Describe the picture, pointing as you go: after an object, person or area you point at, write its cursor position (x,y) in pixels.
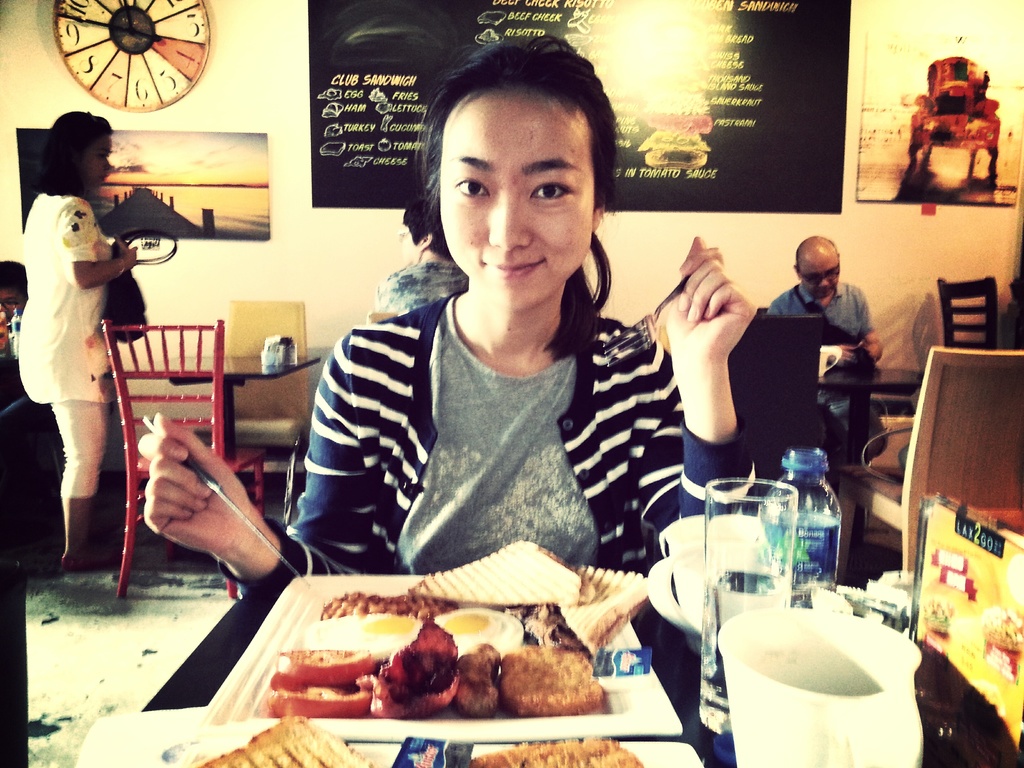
In this picture we can see a woman (444,118) sitting and holding a knife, fork (653,331) with her hands (185,507) and smiling and in front of her we can see food items (407,650), trays (372,755), glass (724,541), bottle (817,501), cup (770,635) on the table (254,633) and in the background (238,370) we can see some people (845,352), tables (205,360), chairs (744,364), posters (412,125) on the wall (306,280) and some objects (167,96).
